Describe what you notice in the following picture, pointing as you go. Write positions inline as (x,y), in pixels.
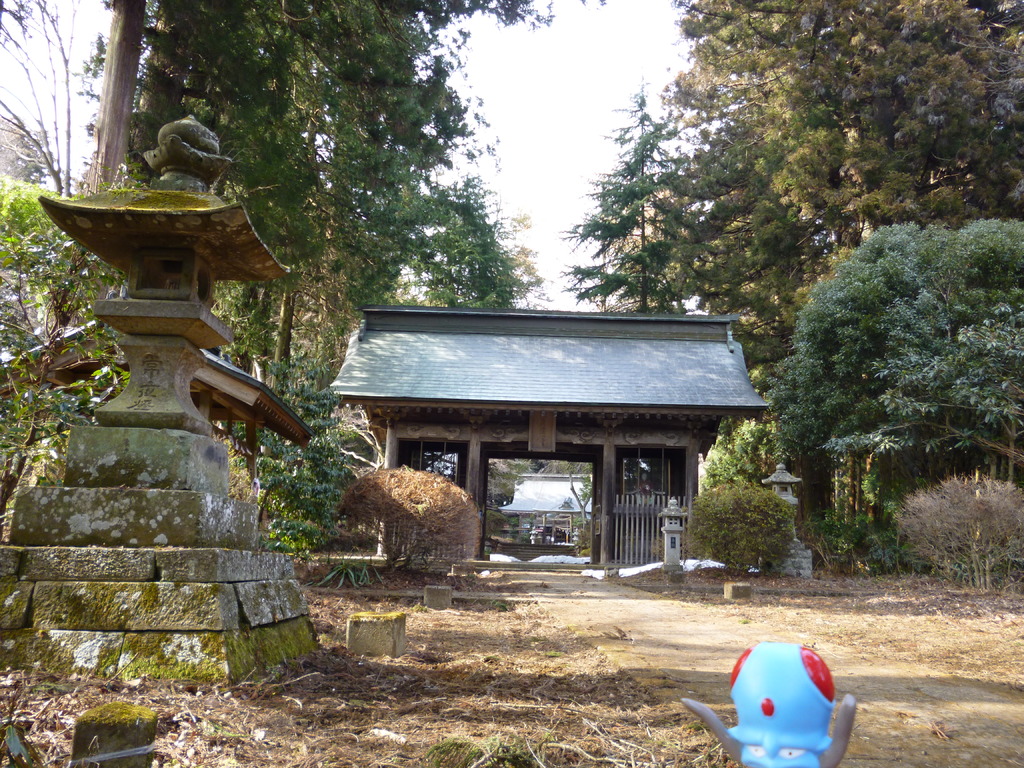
In this picture we can the concrete pillar (214,240) in the front (196,472). Behind there is a arch gate (596,491) with roof tiles (372,358). On both the side we can see the some trees (748,250).
